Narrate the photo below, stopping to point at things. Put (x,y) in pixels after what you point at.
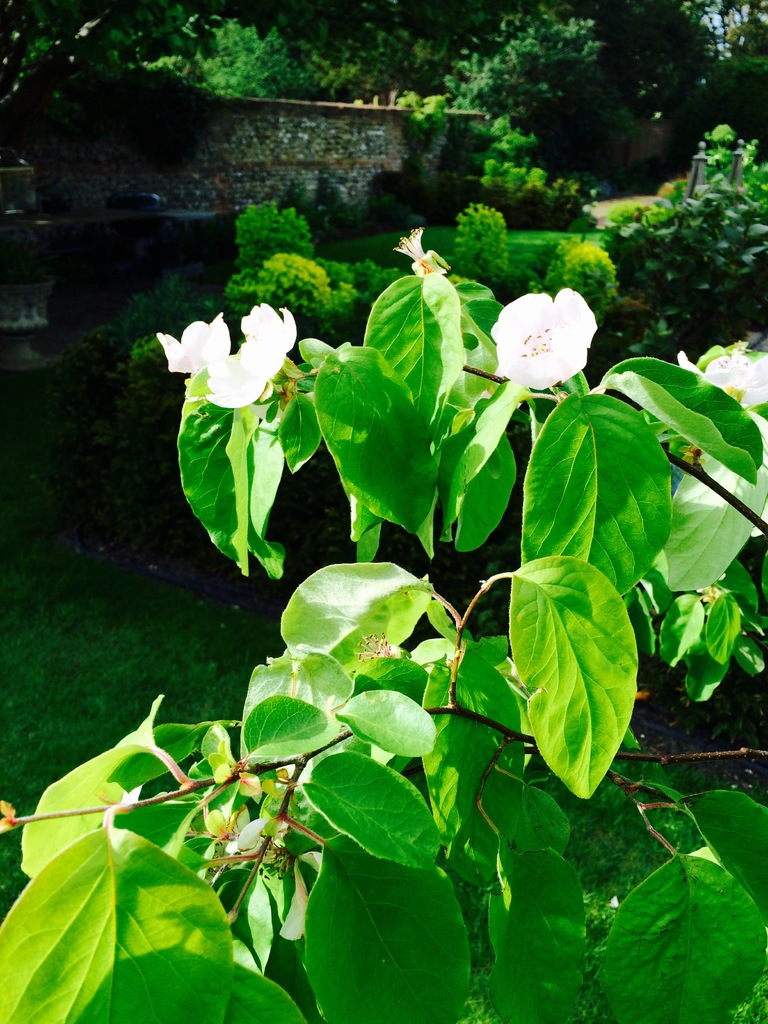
In this picture I can see a plant (442,402) with white color flowers (561,347), and in the background (756,316) there are plants (392,212), a wall (89,150) and trees (356,83).
